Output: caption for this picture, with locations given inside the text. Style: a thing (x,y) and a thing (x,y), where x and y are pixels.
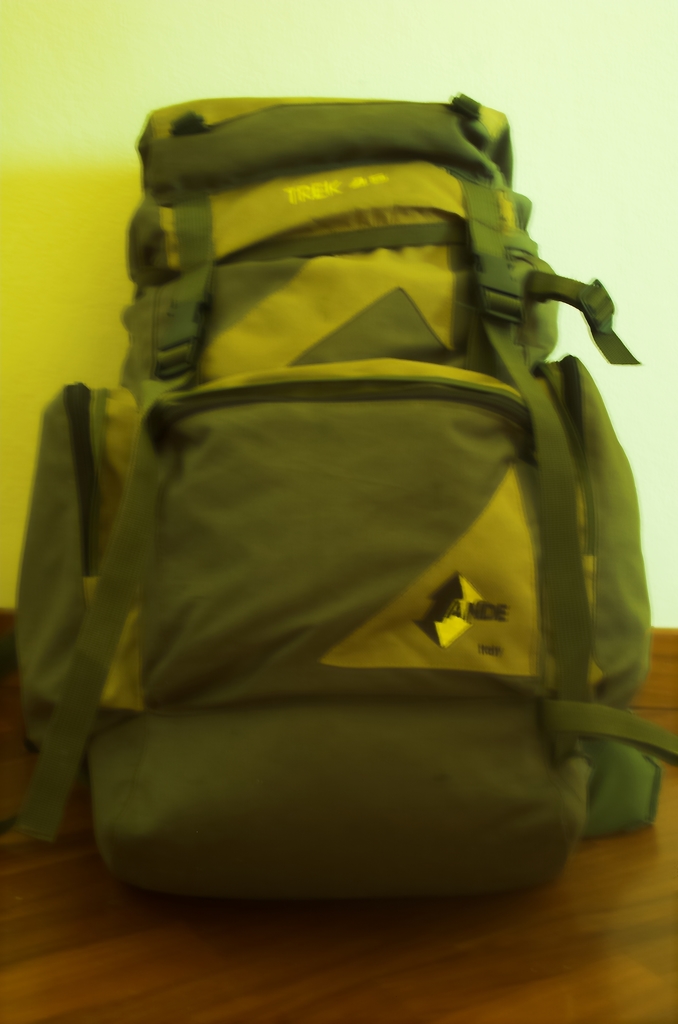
This picture shows a backpack (485,416) on the floor (572,939).
